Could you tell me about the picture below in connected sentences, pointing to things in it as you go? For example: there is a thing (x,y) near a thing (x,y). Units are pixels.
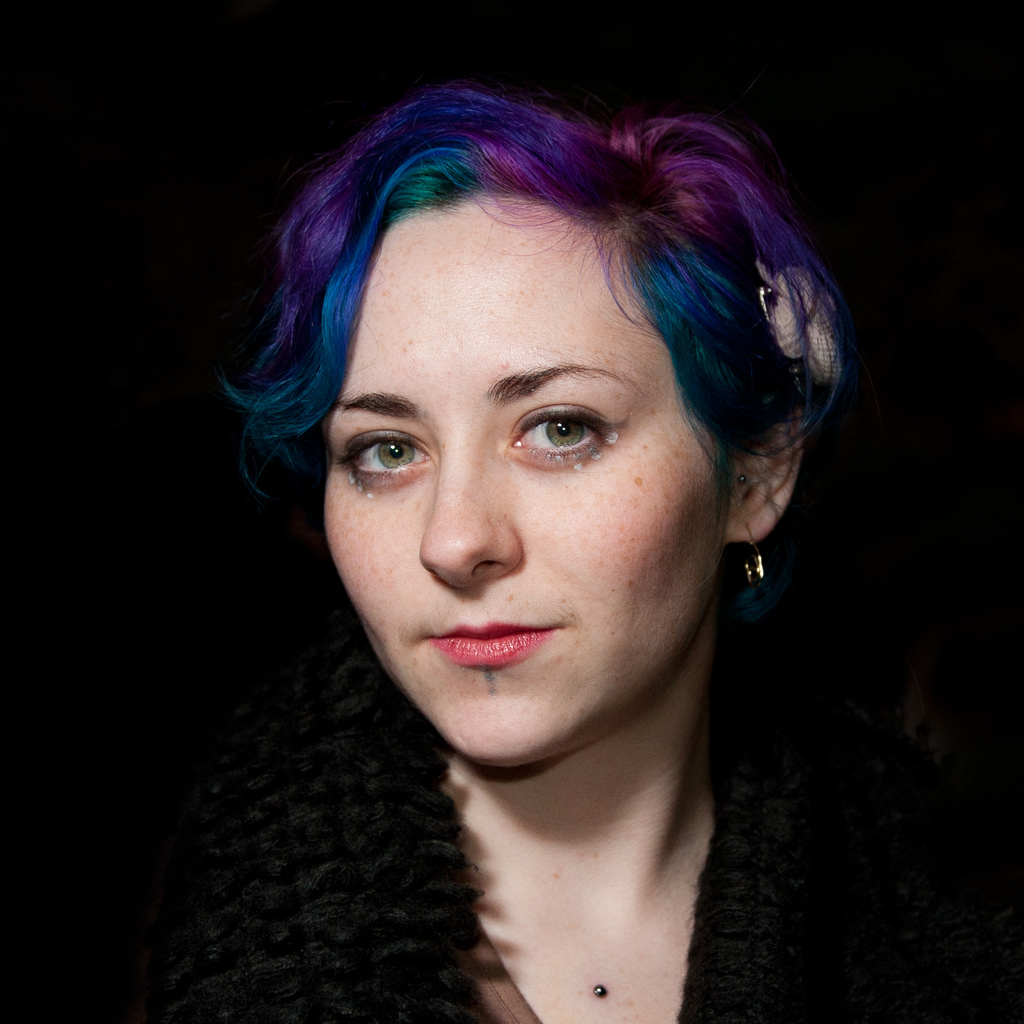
In the center of the image (459,525) there is a woman (436,485) with the colored hair (585,212) and the background (103,562) is in black color.
